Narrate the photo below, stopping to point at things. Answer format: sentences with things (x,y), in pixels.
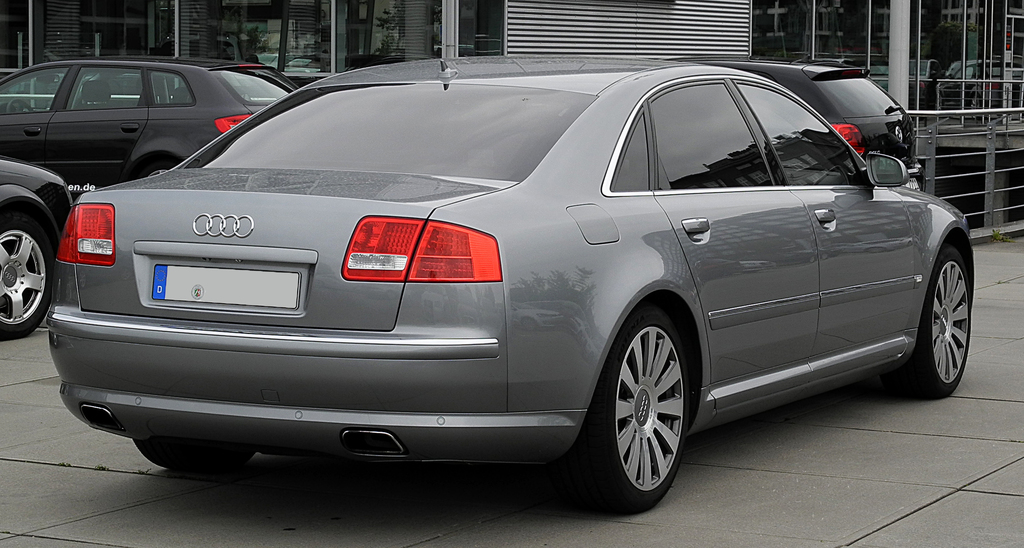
In this picture we can see a few vehicles (424,128) on the path (443,472). There is a pole (897,21) and a few rods (949,95) are visible on the right side (998,80). We can see some glass objects (930,38). Through these glass objects (327,65), we can see a few plants (393,8) and other things (193,37) in a building (779,15).
